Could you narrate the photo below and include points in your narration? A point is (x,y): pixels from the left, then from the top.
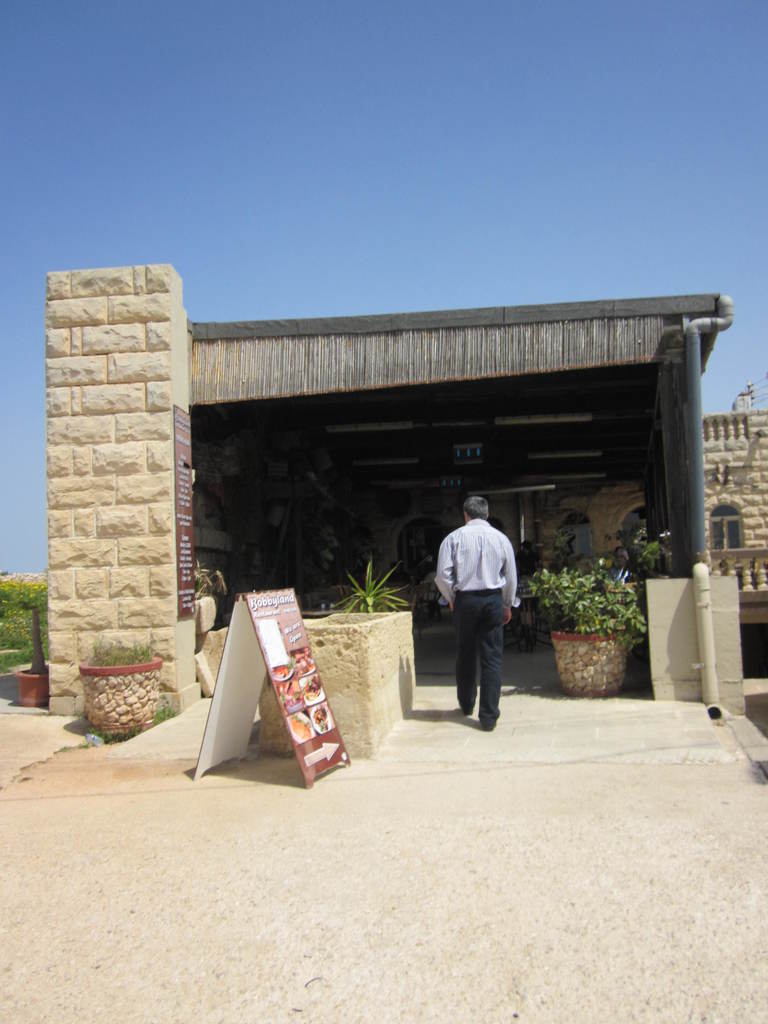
In this picture we can see a man (449,564) is walking into the house (408,573), beside him we can find plants (568,588) and a board (300,646), also we can see a pipe (701,574) on the right side of the image (697,589).
